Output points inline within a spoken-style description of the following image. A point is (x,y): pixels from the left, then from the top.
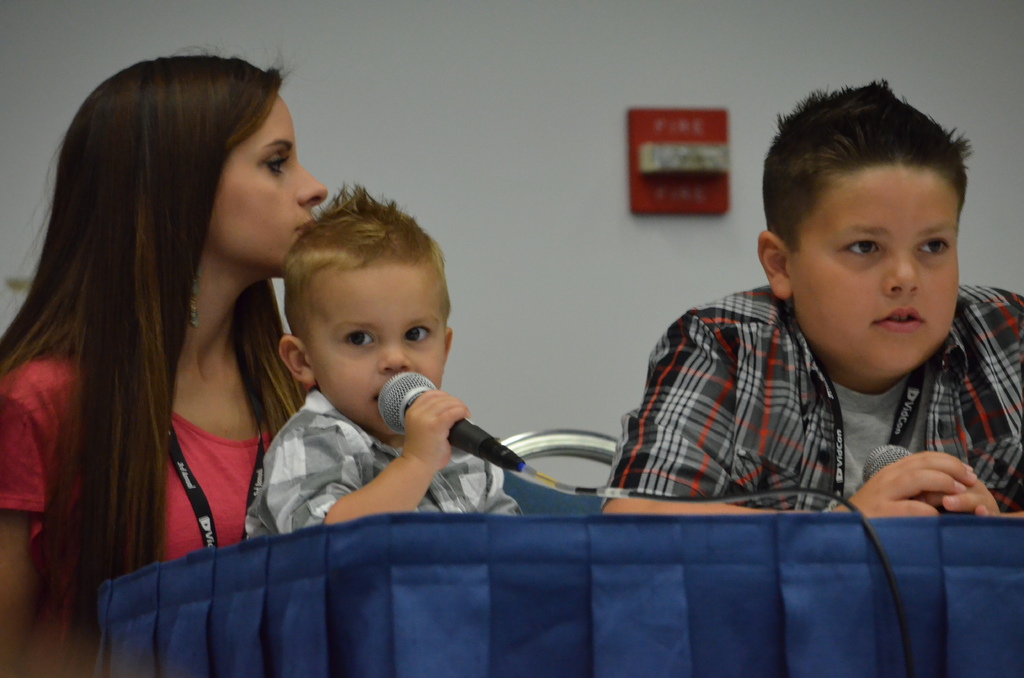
In this image, there are three persons (882,316) wearing colorful clothes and sitting in front of the table (362,543). In these three persons (389,343), two of them are children (402,342). The kid (412,351) who is center of the image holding a mic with his hand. There is a wall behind these three persons (351,367).
